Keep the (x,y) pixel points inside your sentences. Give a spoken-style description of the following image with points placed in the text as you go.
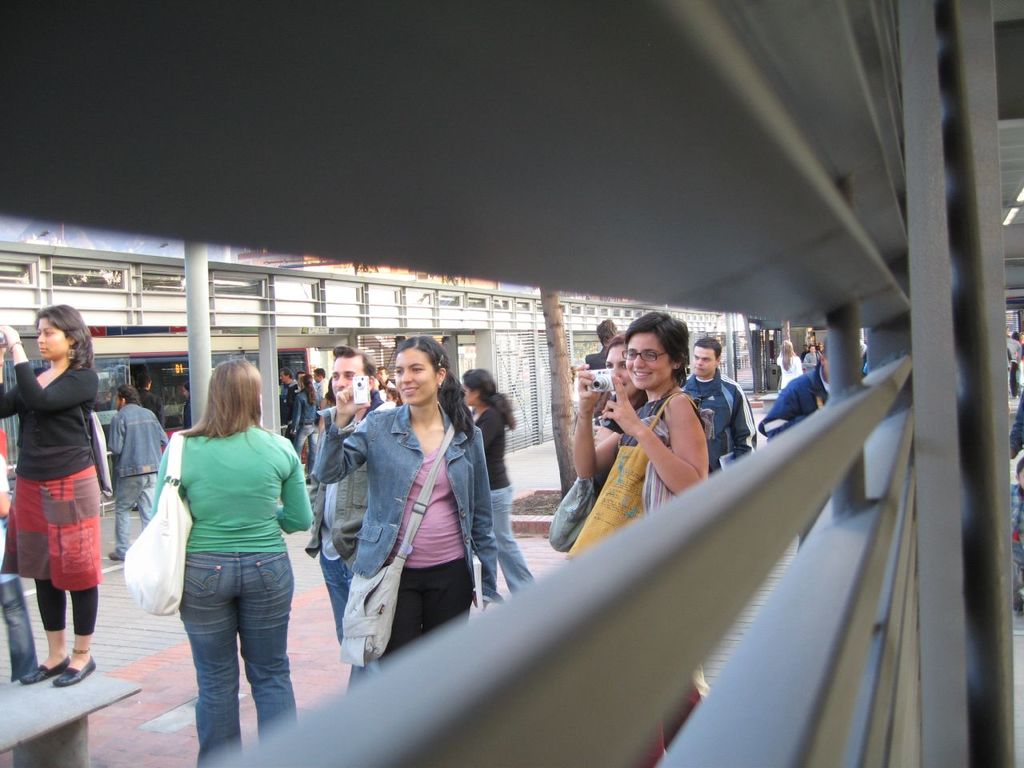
In this picture, we can see a view from the window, we can see a few people (277,595), and a few are holding some objects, and a few are carrying some objects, we can see the ground (129,724), benches (109,698), trees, poles (753,361), pillars (484,337), shed (588,341).
